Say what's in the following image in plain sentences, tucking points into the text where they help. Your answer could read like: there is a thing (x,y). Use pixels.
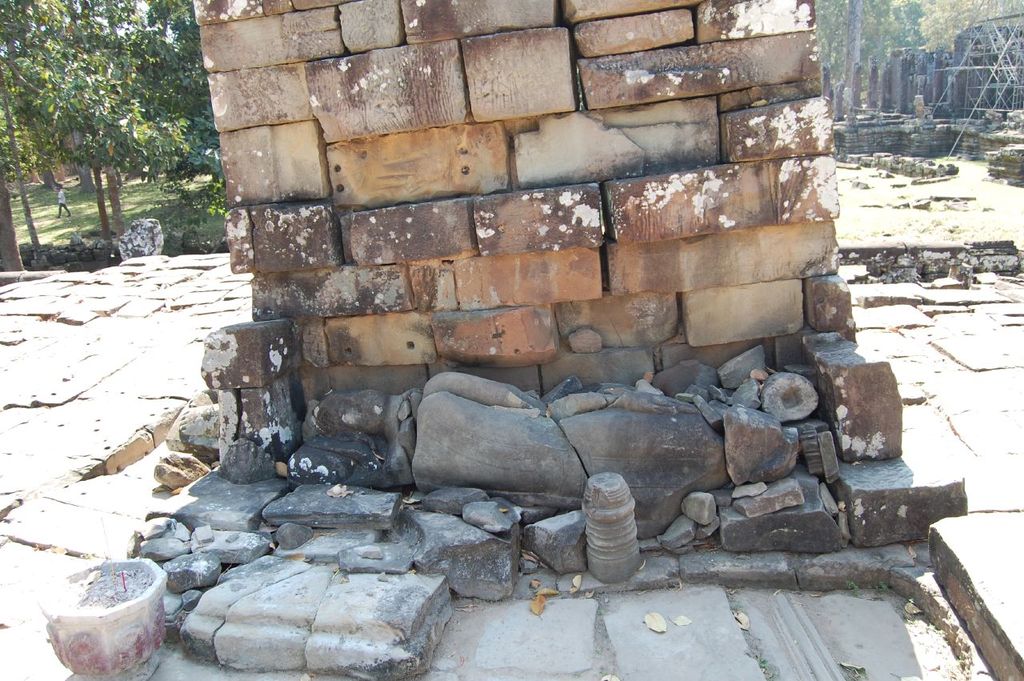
In this picture there is a stone wall (396,377) in the center of the image (510,331) and there are trees (80,174) and flat stones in the background area of the image (216,180) and there is a person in the image.
